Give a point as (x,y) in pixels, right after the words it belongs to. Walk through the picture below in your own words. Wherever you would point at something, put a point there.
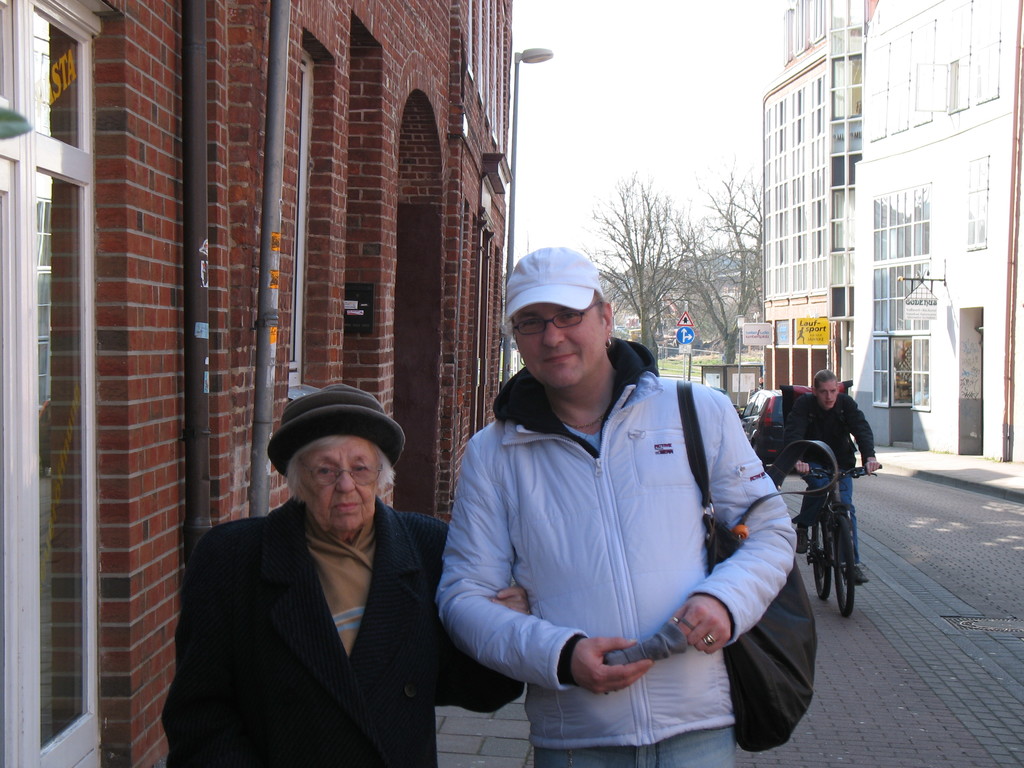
In this picture we can see two persons (633,632) standing on the road (876,717). he is carrying his bag (768,636). He has spectacles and she wear a cap (318,416). Here we can see a person (839,494) on the bicycle (841,533). These are the buildings (1018,95). And there is a sky (691,59). Here we can see the trees (616,242). and this is the pole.
